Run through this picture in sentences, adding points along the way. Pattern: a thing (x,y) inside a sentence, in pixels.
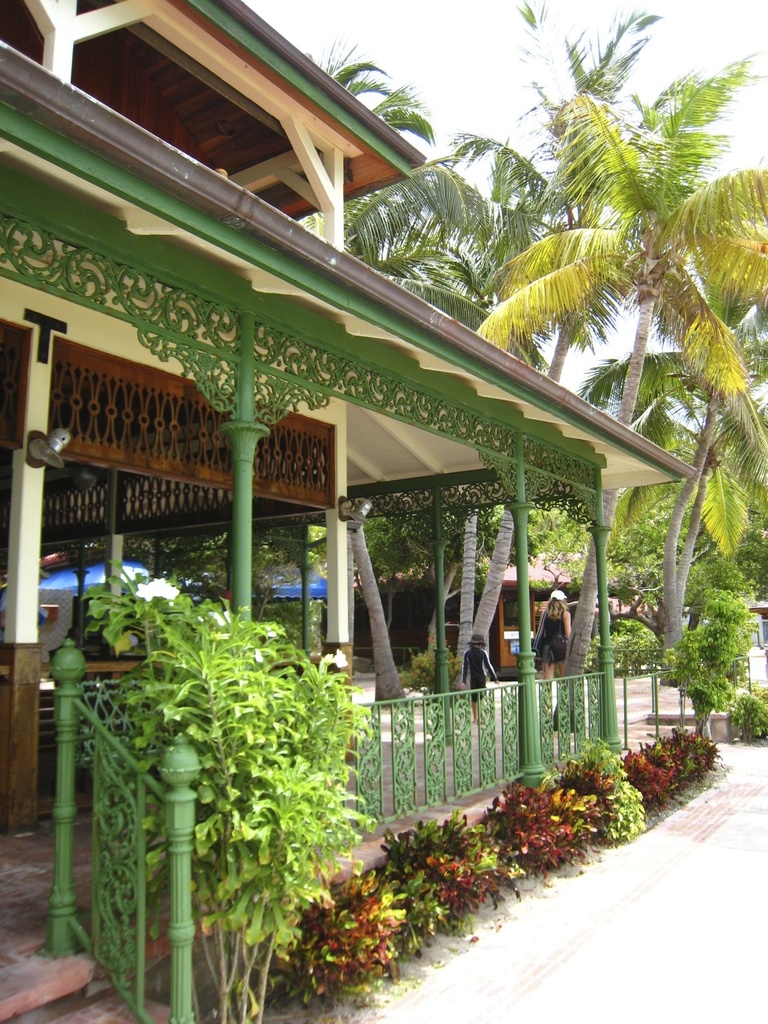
In this picture we can see a house (175,513) on the left side (169,497), there are some plants (671,753) here, in the background (685,367) we can see trees (613,253), there is the sky (487,35) at the top of the picture (635,81), we can see railing (408,759) here, we can see a person (544,649) standing here.
